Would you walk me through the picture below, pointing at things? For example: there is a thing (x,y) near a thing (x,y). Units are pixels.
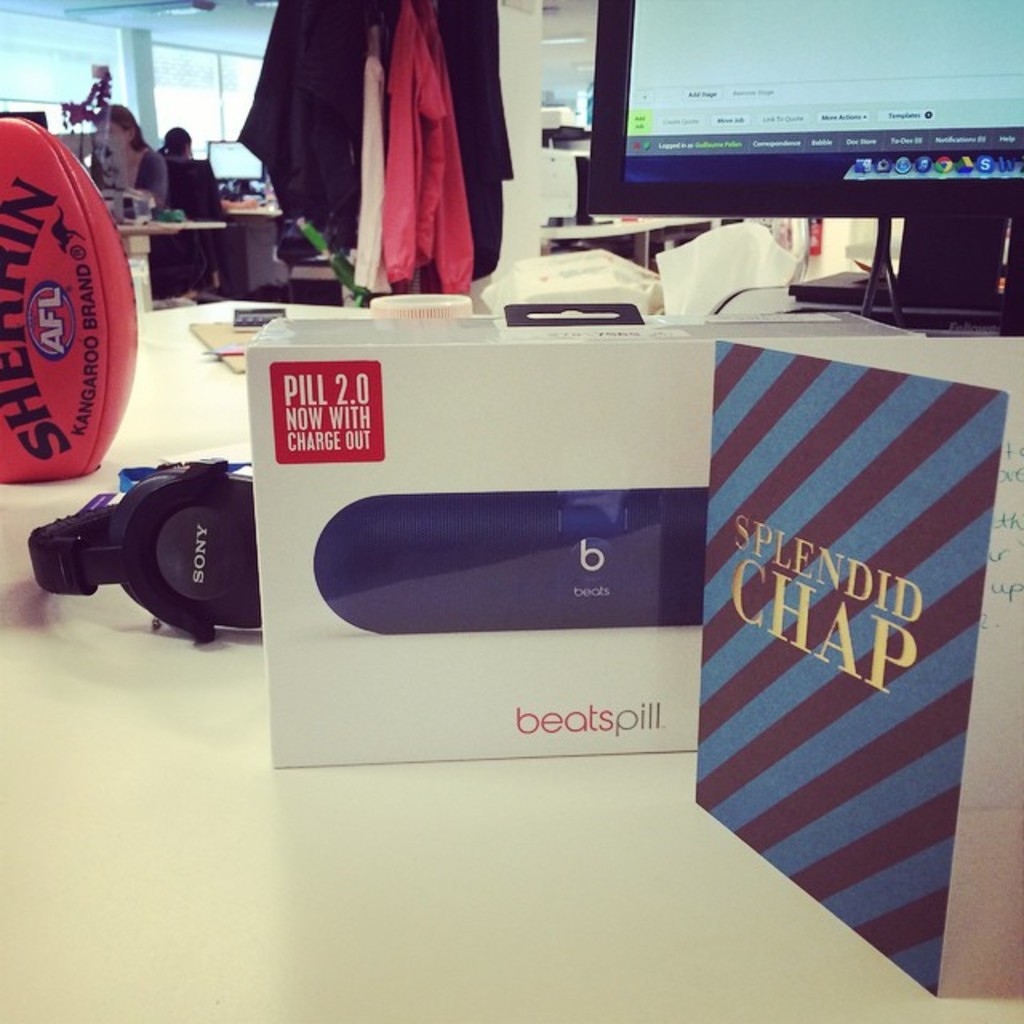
In this image we can see a monitor (880,130), papers (932,581), box (587,662), headset (162,618) and a ball (80,463) which are placed on the table (321,775). On the backside (495,253) we can see some clothes (431,255), a wall (149,56) and a group of people (128,127) sitting beside the monitors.
